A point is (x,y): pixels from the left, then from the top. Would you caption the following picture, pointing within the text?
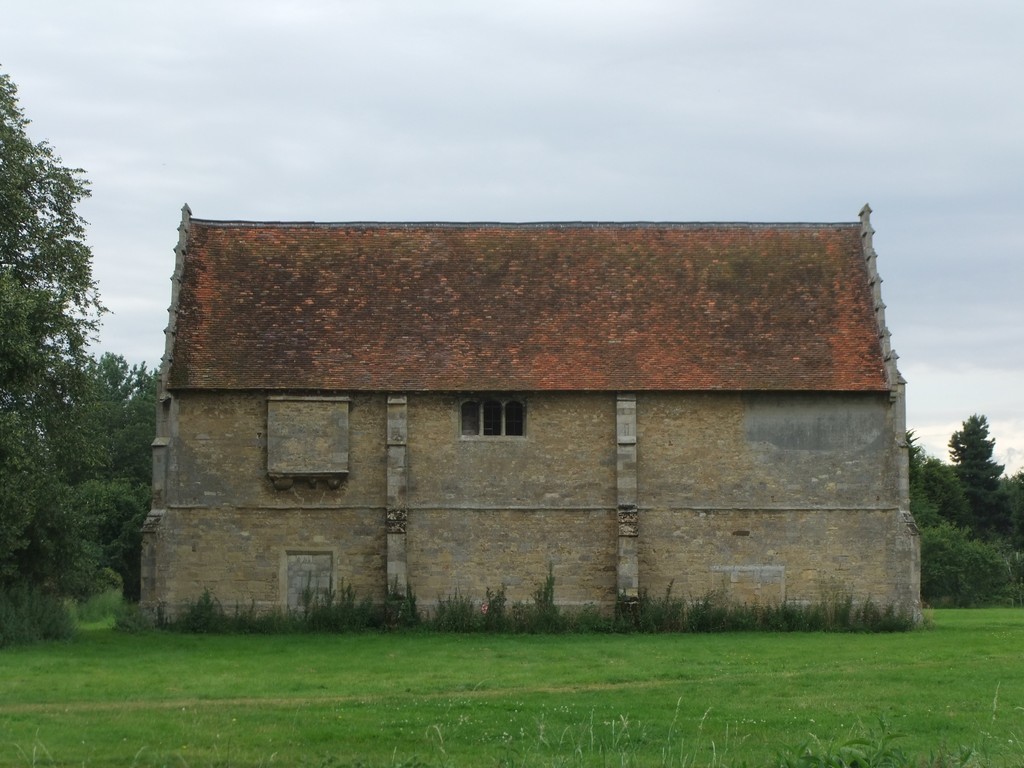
In this image in the center (507,270) there is one house (723,363), and on the right side (943,596) and left side (94,394) there are some trees (91,451). At the bottom (712,674) there is grass (970,645), and at the top (409,88) there is sky (409,88).
